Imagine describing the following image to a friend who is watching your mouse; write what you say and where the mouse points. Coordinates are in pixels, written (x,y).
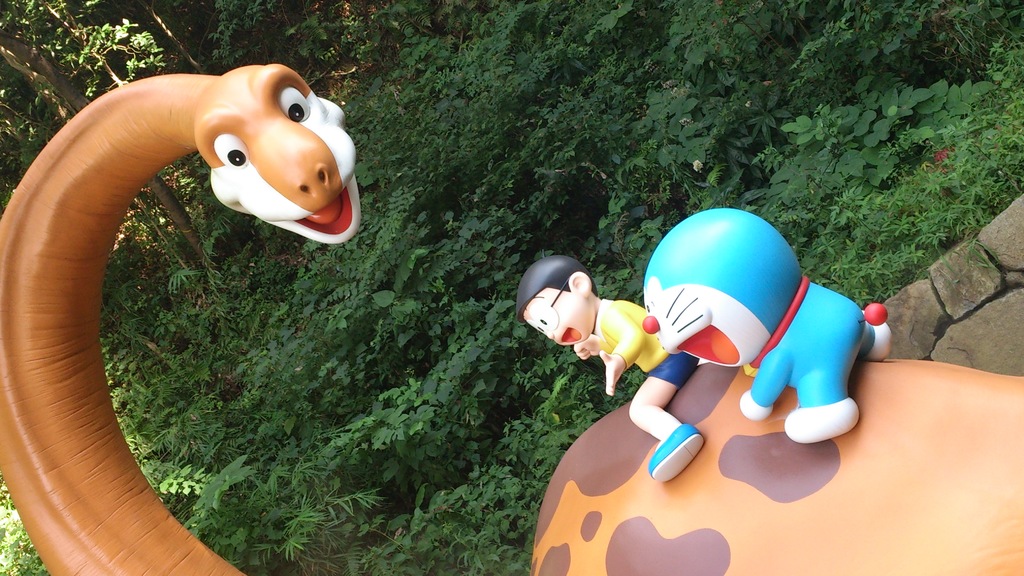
This image is taken outdoors. In the background (150,434) there are many trees (81,54) and plants (617,112) with green leaves (889,117), stems (87,37) and branches (42,59). In the middle of the image (664,339) there is an artificial dinosaur (177,528) and there are two toys (620,305) on the dinosaur (757,449). On the right side of the image (949,300) there are a few stones (964,302).
